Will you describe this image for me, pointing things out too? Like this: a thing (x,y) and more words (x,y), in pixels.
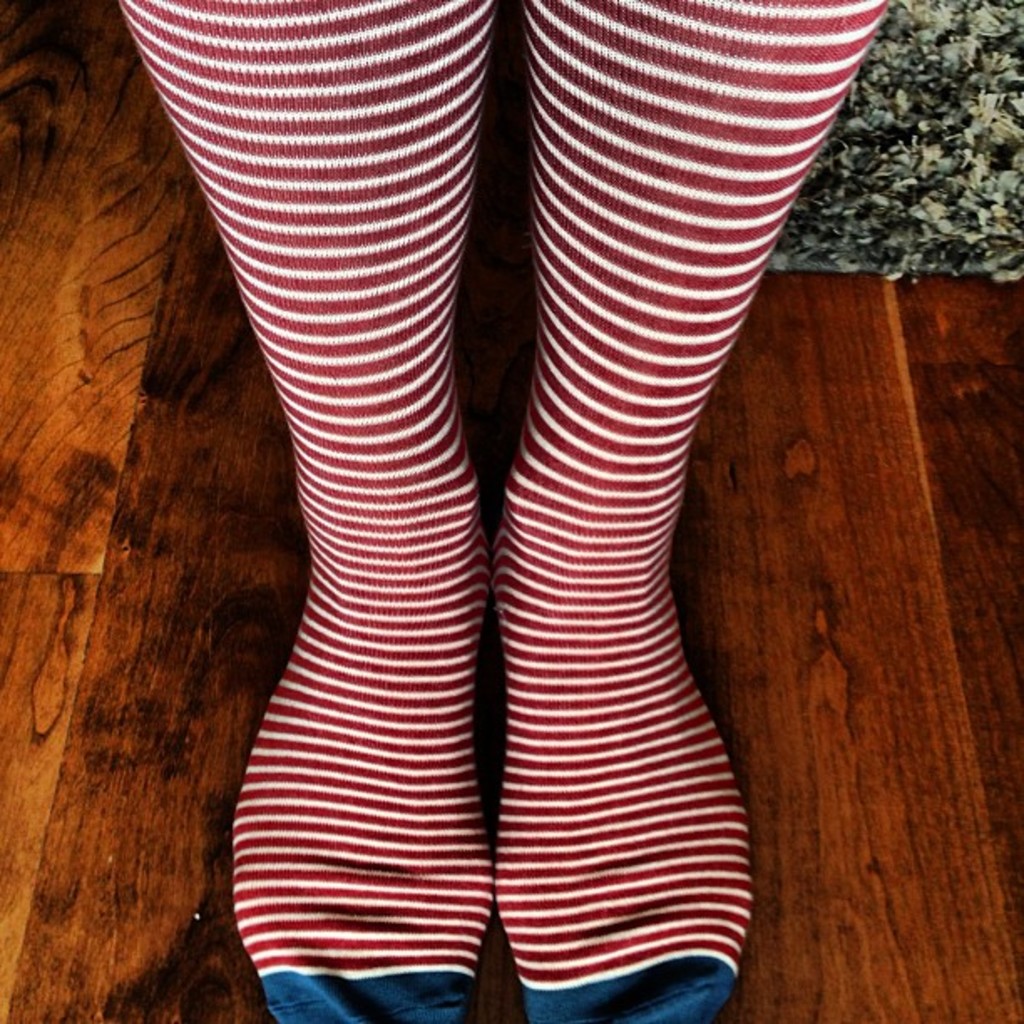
In this image, we can see the legs (526,573) of a person (585,652) on the wooden surface (1022,377). We can also see an object (901,180) in the top right corner (901,180).
